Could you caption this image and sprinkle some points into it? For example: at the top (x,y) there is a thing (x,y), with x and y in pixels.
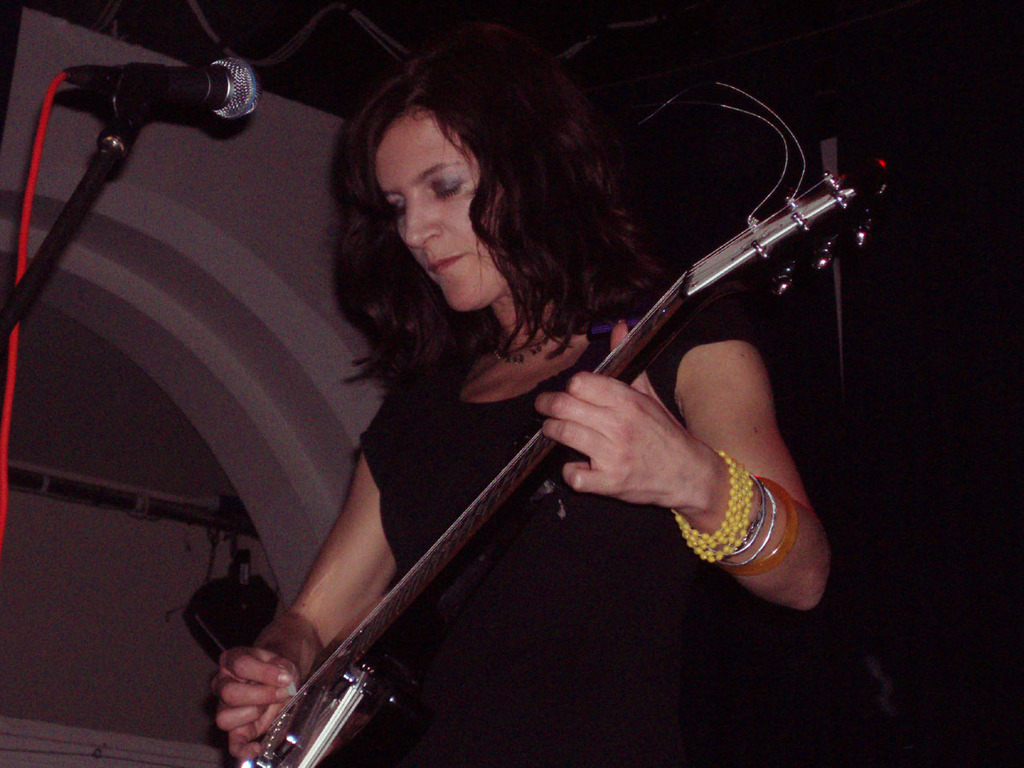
A lady (394,125) is playing guitar (302,686). She is wearing a black top (578,564). In front of her there is a mic (183,83).
